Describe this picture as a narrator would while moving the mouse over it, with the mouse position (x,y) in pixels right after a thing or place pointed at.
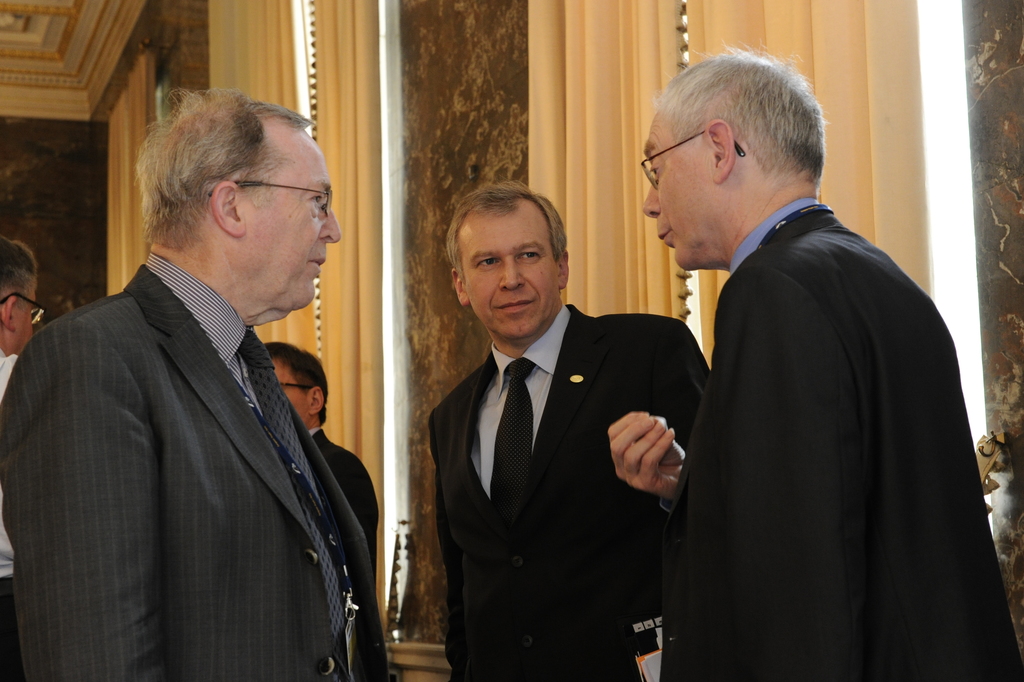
Here we can see few persons (861,579). In the background (343,328) we can see curtains (365,41), pillars (443,301), and a wall (62,239).
